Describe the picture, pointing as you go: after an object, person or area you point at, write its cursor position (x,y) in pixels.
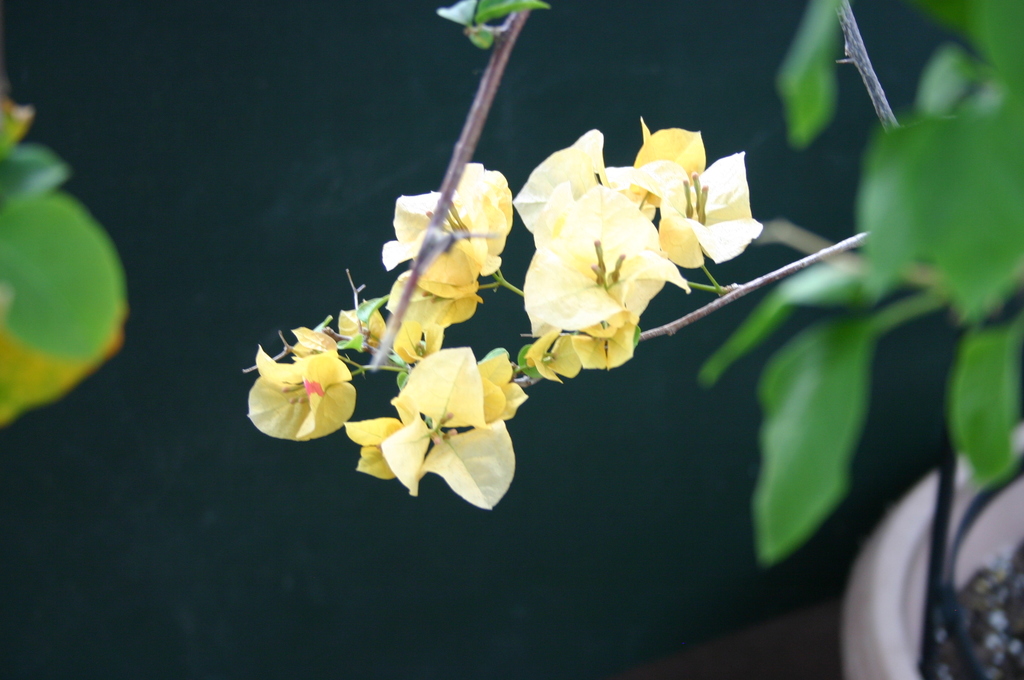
These are the yellow flowers (310,369), which are hanging to the stem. These are the leaves (921,155), which are green in color. The background (565,589) looks dark. On the right side of the image (884,529), I think this is a flower pot (891,594).
